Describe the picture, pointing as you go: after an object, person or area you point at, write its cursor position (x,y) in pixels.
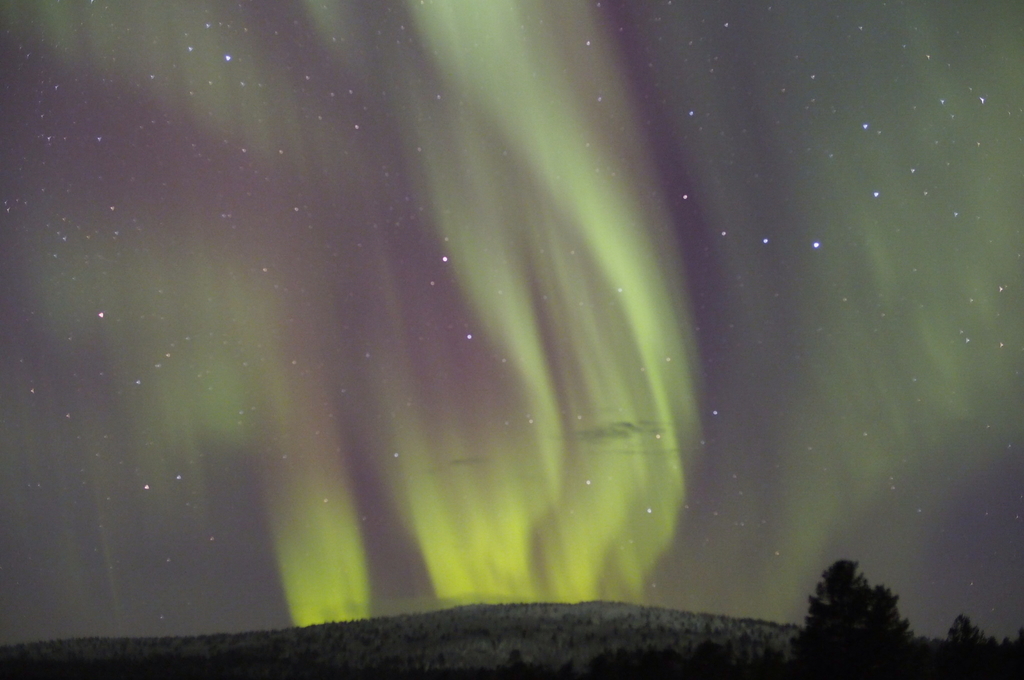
In this image we can see a mountain (564,641), and some trees (846,645), also we can see stars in the sky (489,390).
